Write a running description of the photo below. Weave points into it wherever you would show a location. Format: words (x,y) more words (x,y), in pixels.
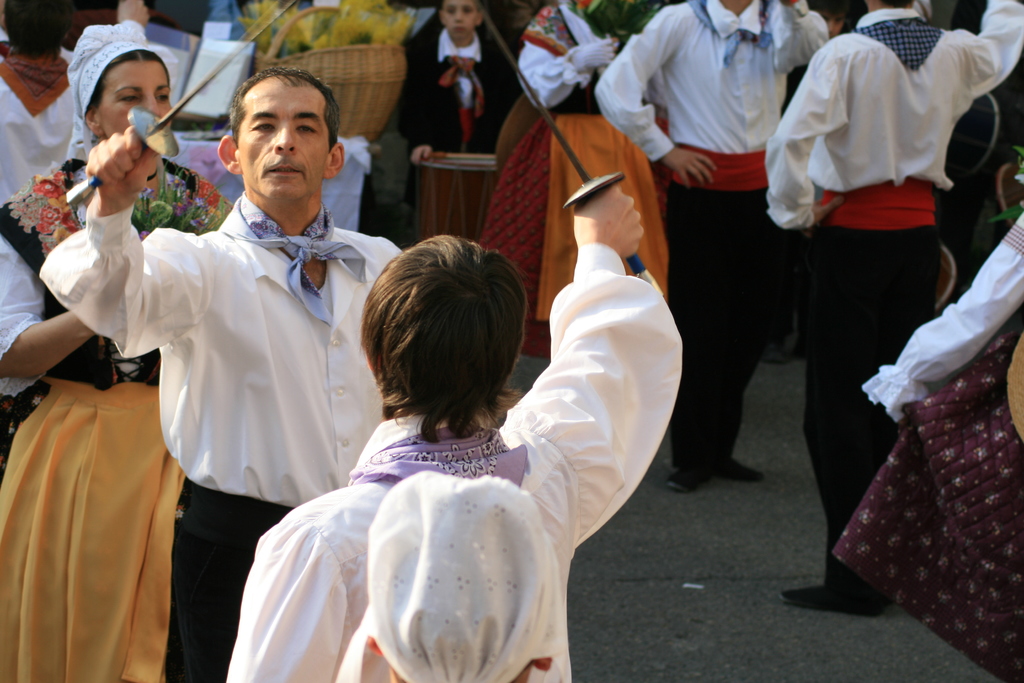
In this image there are people (502,171) standing on the road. In the center (617,398) there are two men (195,345) holding swords (579,195) in their hands (605,214). Behind them there is a basket (353,65). Beside the basket (372,92) there is a drum (450,195) on the road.
